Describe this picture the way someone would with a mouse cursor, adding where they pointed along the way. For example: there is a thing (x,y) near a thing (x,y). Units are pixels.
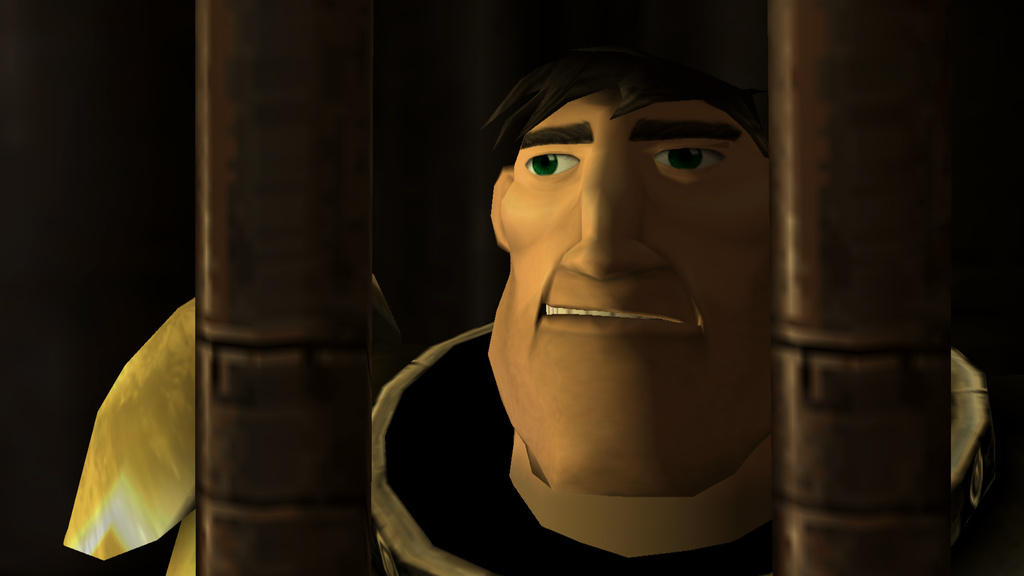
Here this is an animated image, in which we can see a man (662,138) in an Armour (489,330) present over a place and in front of it we can see some kind of poles (273,238) present.
